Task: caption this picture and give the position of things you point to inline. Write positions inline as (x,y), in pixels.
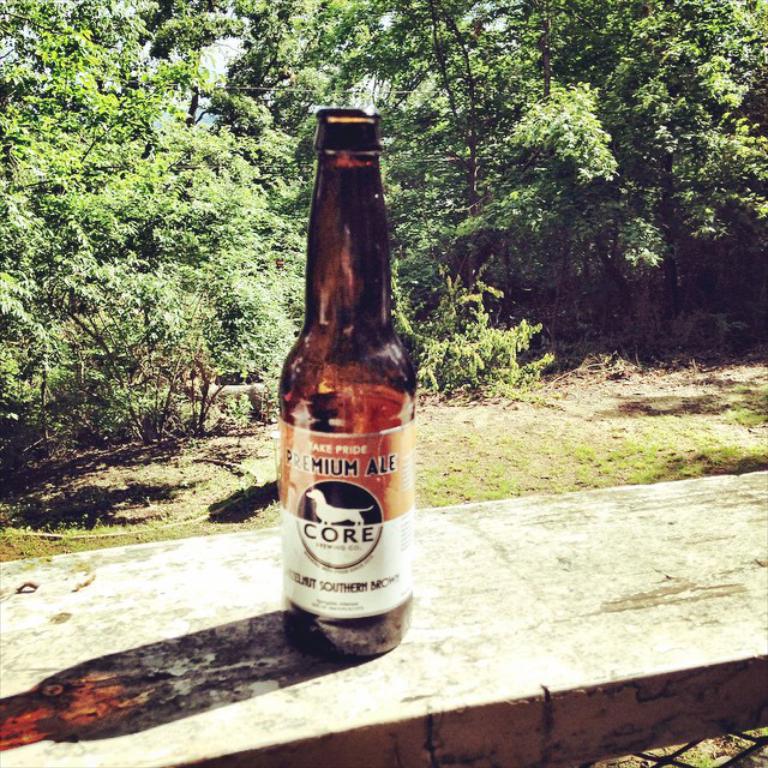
In the foreground of the picture (343,267) I can see a glass bottle (411,378) on the rock block (495,623). In the background (234,272), I can see the trees (227,203).
